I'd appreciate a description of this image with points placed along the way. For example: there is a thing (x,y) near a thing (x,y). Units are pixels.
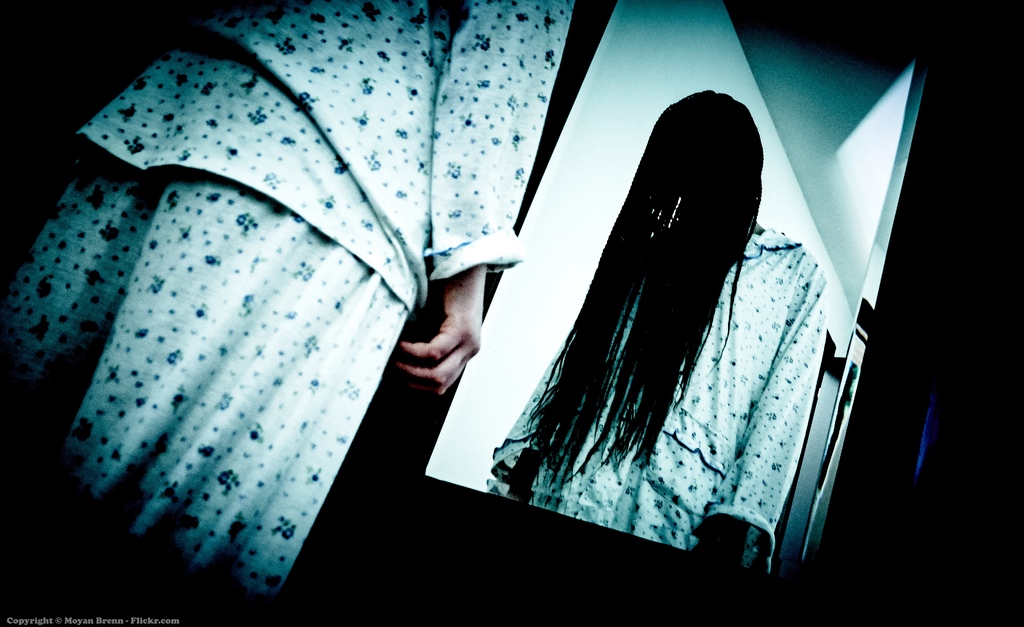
In this picture I can see there is a woman (303,227) standing and there is a mirror (485,400) in front of her.
